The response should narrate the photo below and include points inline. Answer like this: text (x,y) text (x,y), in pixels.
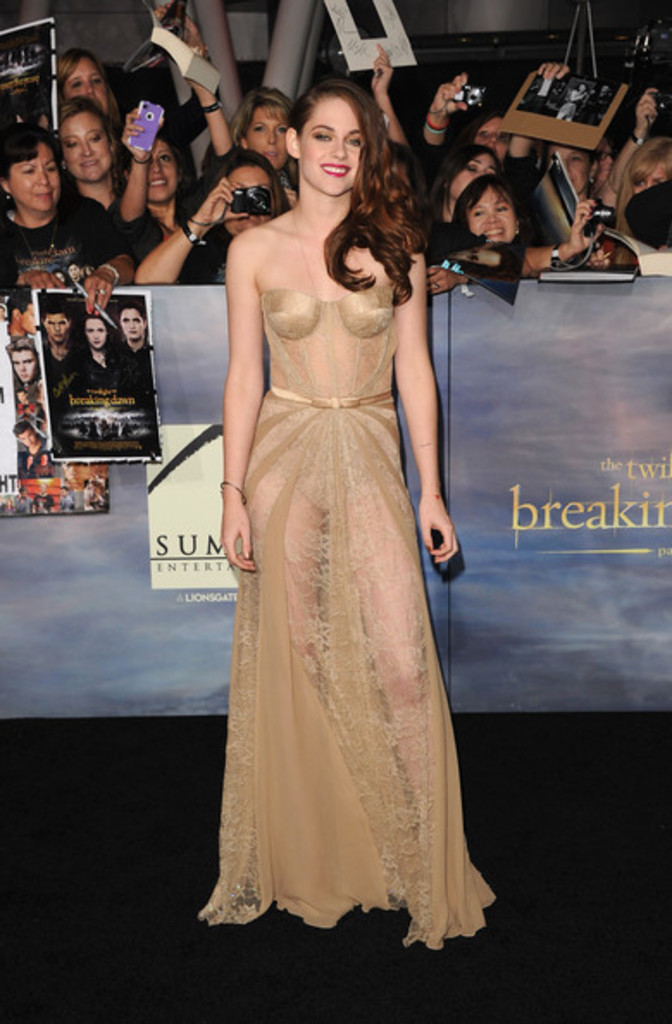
In this picture we can see a woman (276,697) on the ground (196,760) and in the background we can see boards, posters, people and some objects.
